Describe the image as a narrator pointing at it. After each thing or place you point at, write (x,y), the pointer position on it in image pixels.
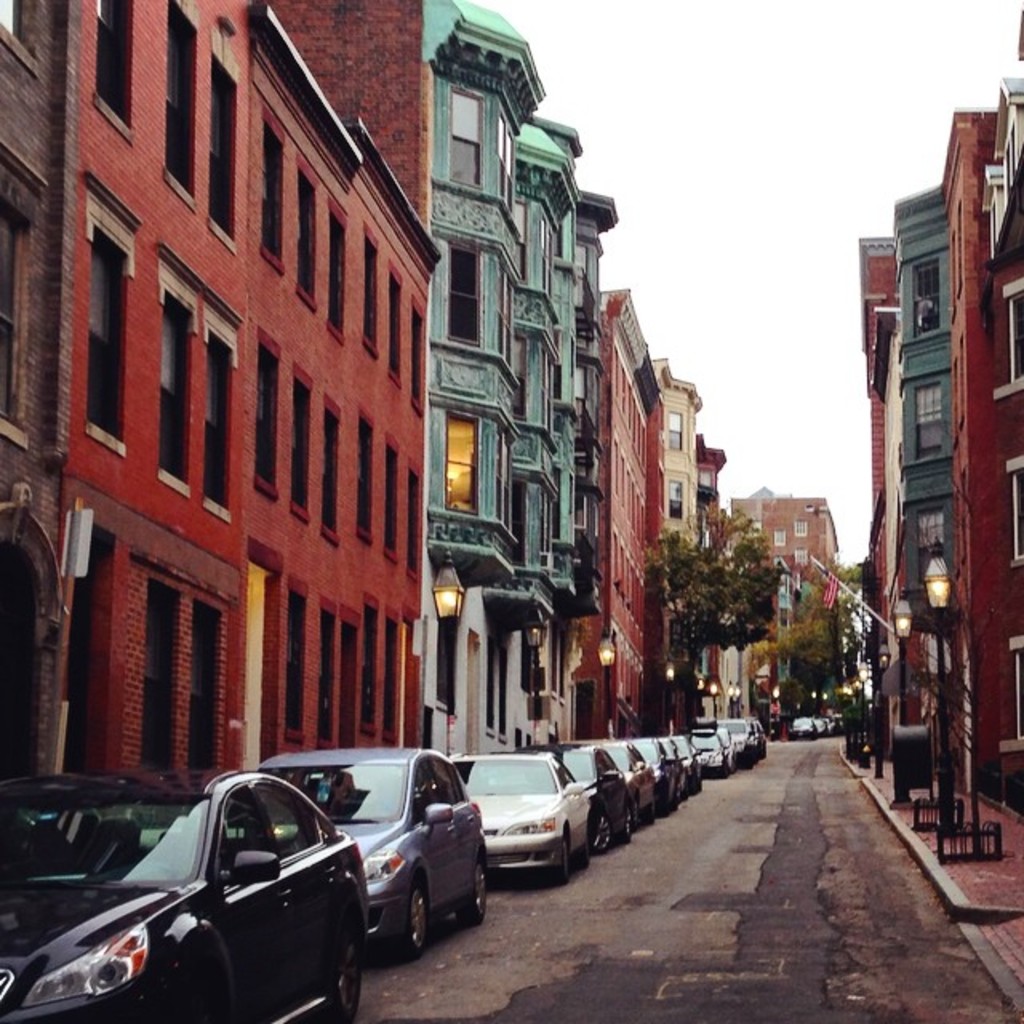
This is the picture of a place where we have some cars (39,936) parked on the road (684,933) and around there are some buildings (741,686), poles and some trees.
